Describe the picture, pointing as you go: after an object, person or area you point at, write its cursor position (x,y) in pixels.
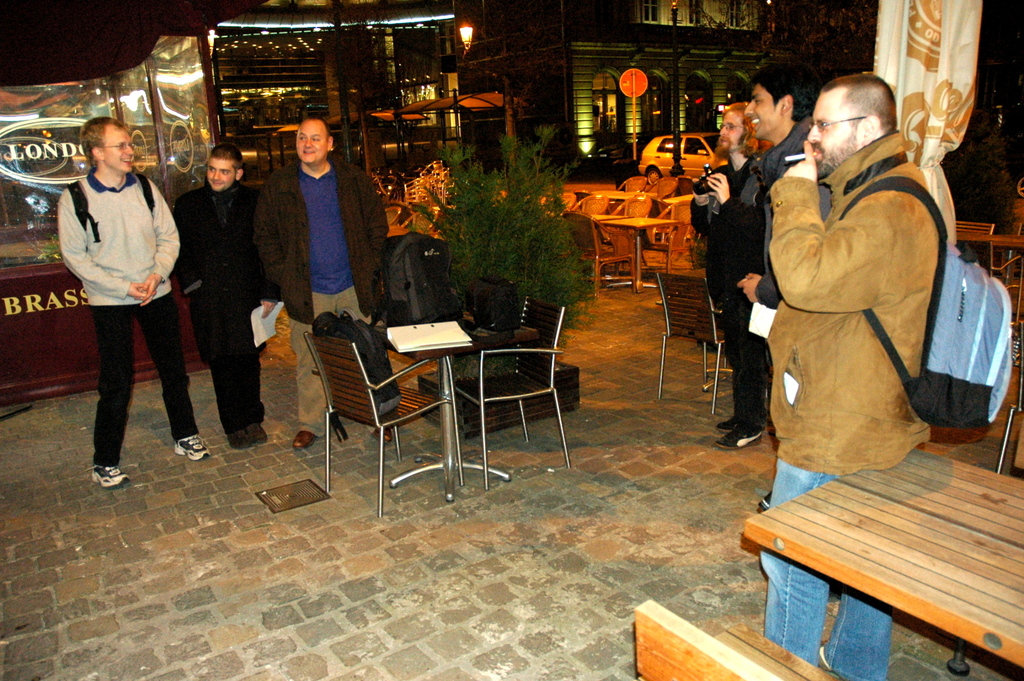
This is a picture taken outdoors, there are a group of people (814,259) standing on the ground (402,509). In front of these people (817,311) there are chairs (387,419), table (418,356) and bags (382,370). The man (720,242) in black jacket (721,239) holding a camera (702,182). Background of these people (694,211) is a car (668,146) and building (608,89).
